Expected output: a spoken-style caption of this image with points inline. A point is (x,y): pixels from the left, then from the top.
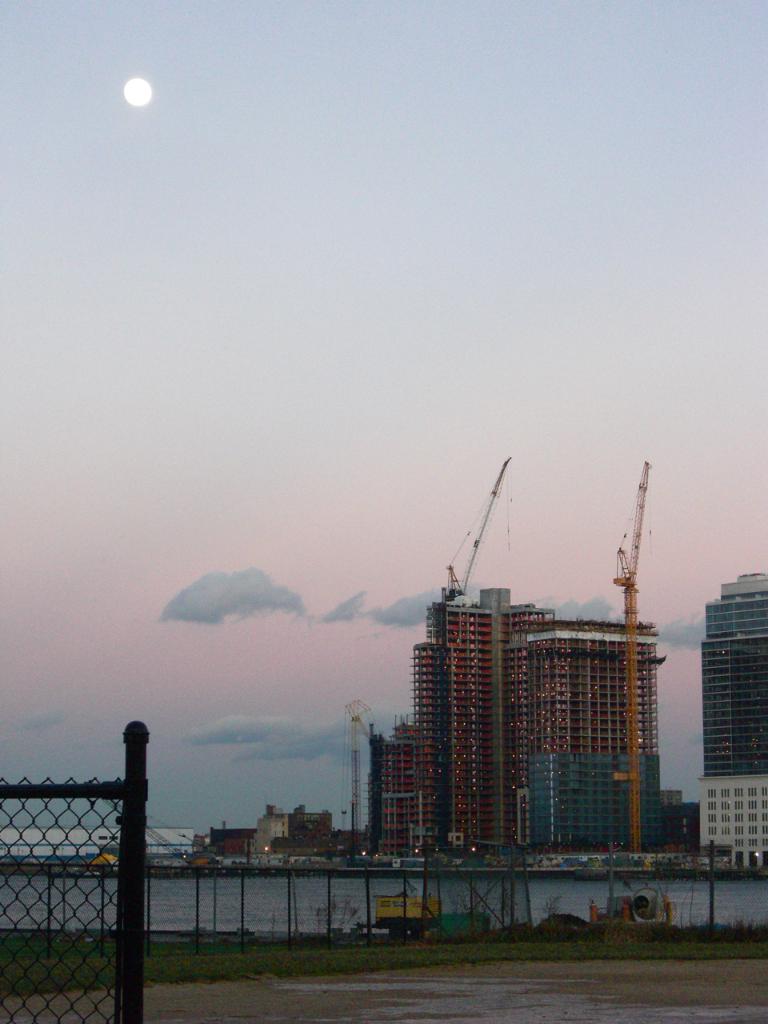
In the center of the image (433,634), we can see buildings (470,791), towers (353,744) and some lights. In the foreground (69,848), there is a fence (123,879) and we can see meshes (578,881), traffic cones (623,913), vehicles (388,902) and there is water (704,898) and ground (329,989). At the top (269,284), there is moon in the sky (266,365).
